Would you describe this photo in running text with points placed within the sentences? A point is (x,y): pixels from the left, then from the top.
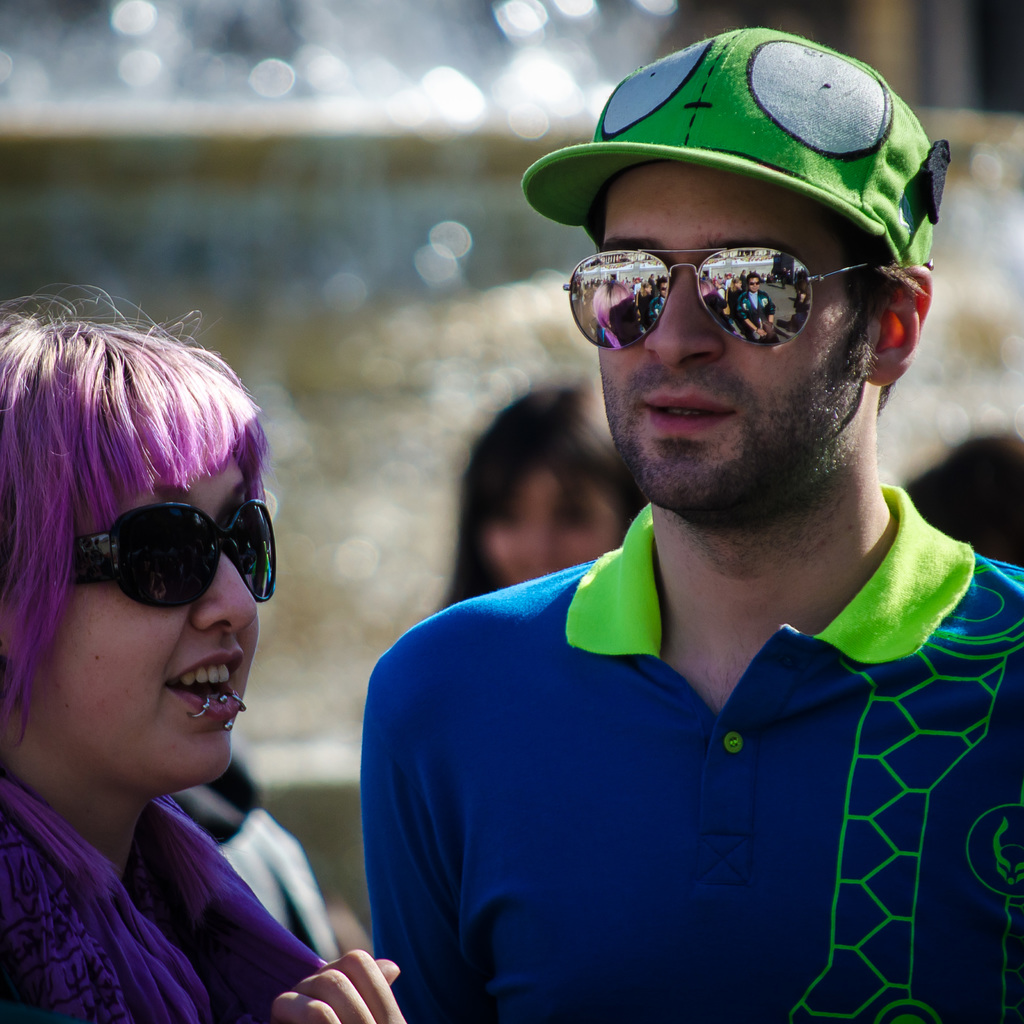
On the left side of the image (145,990) there is a lady (145,990) with goggles (115,542) and few rings (211,708) on her lips (212,715) and she is smiling. Beside her there is a man (371,742) with goggles (610,251) and a cap (790,150) on his head (841,260). Behind them there are few people (553,502) and also there is a blur image in the background (343,146).
